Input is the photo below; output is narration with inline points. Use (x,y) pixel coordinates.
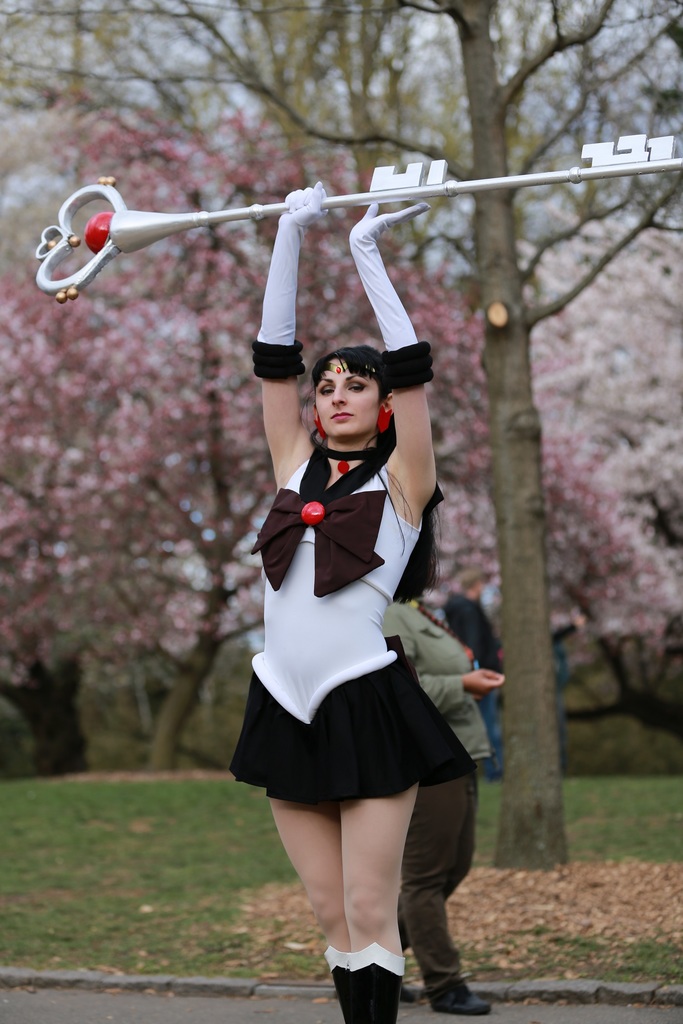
In this image, we can see a woman (429,484) standing and she is holding an object (102,242) which looks like a key (661,165), there is a person (429,859) walking, there is grass (114,844) on the ground (114,826), we can see some trees (348,79).
